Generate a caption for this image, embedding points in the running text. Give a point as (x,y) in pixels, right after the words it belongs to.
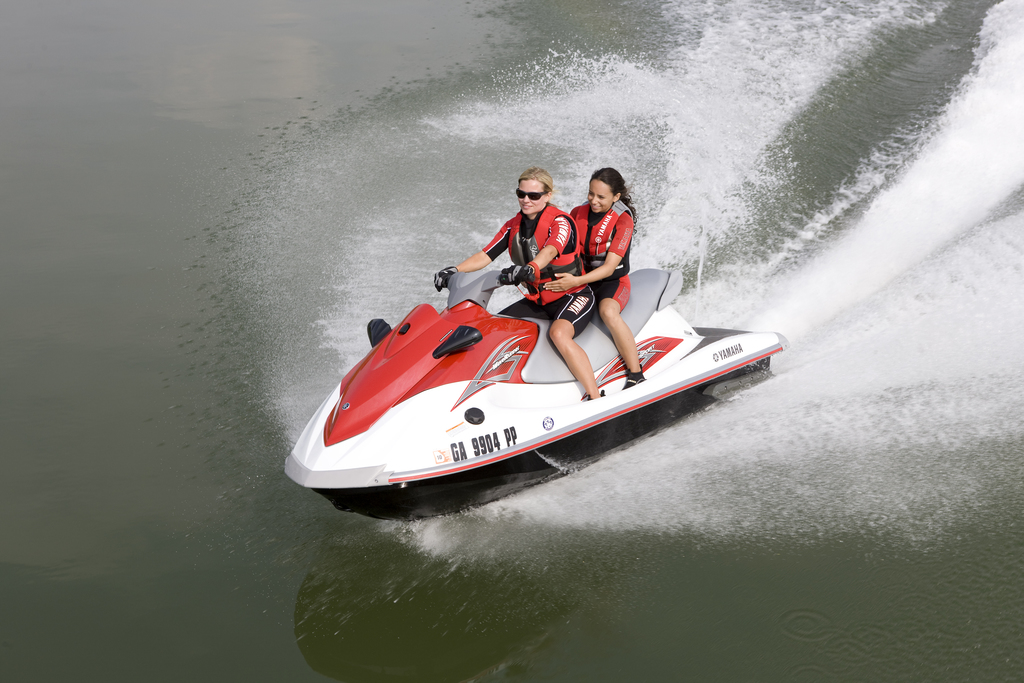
In this image I can see a Jet Ski (430,387) on the water (588,543). On this two people (560,268) are wearing red color jackets (579,255), sitting and smiling.
